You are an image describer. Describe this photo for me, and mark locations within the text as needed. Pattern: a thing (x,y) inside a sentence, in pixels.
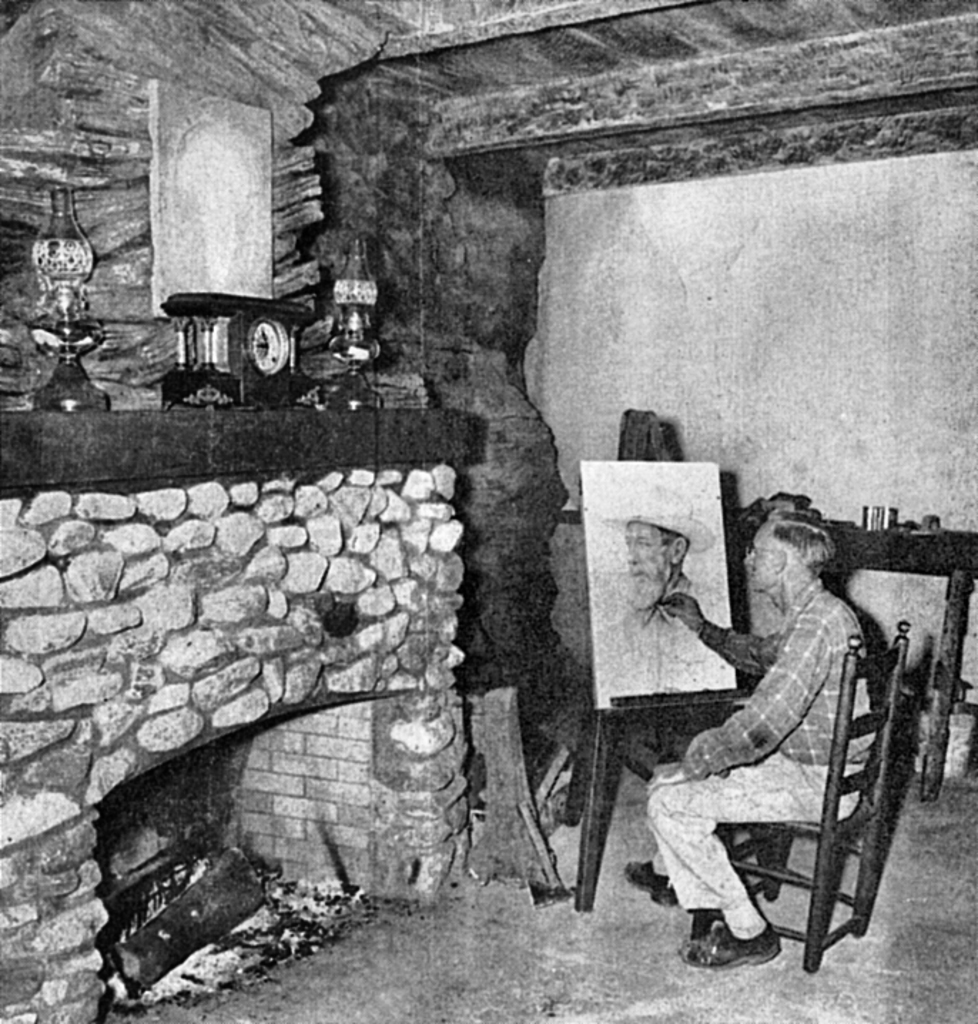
This is a black and white image. There is a person (767,799) sitting on a chair (815,872), on the right side (767,801). He is drawing something. There are clock (232,368) and lamps (78,382) on the left side (274,376). There is a fireplace (244,823) on the left side (159,874).
